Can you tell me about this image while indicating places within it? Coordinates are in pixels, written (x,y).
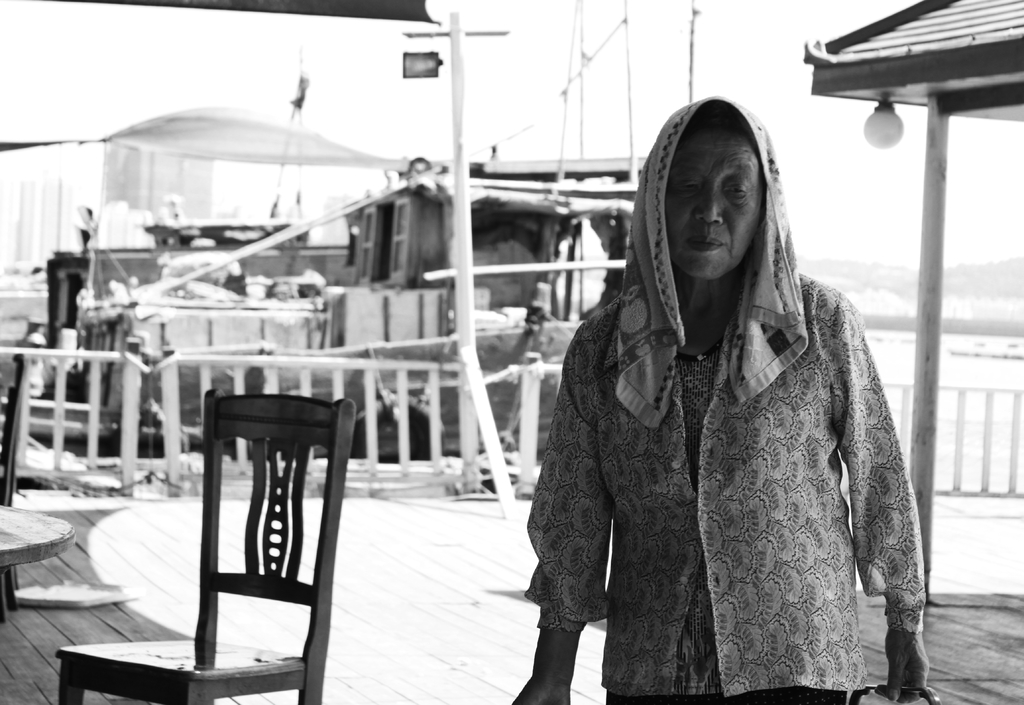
In this image I can see the person (841,633) holding some object (918,692). In the background (61,254) I can see the chair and I can also see the boat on the water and the image is in black and white.
